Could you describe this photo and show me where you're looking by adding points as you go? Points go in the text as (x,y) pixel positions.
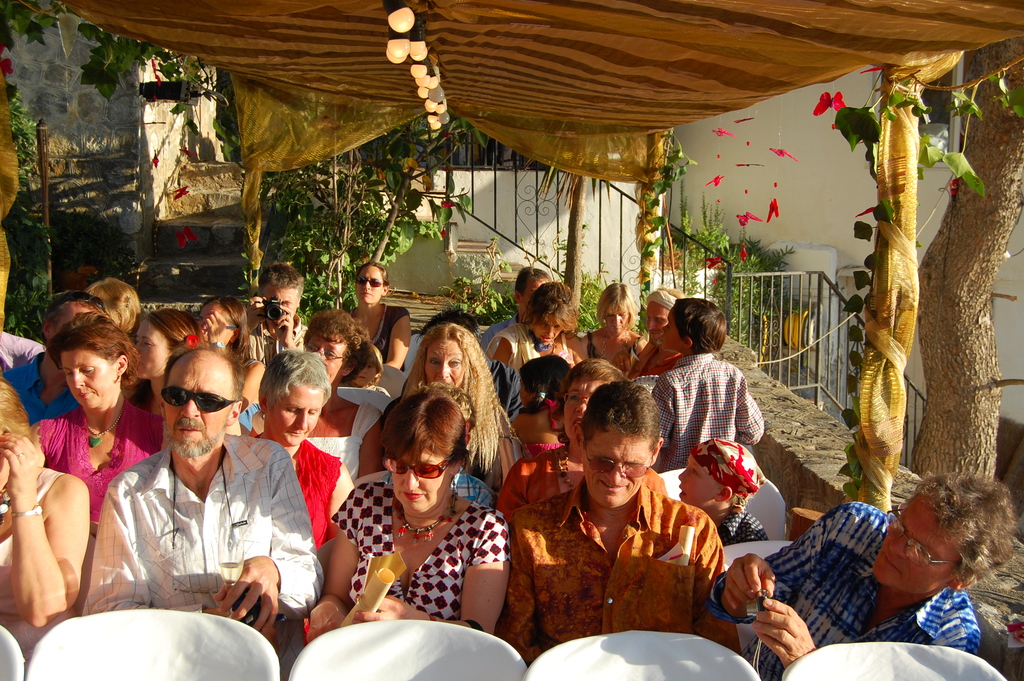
In this image we can see people (496,510) sitting. At the bottom (150,658) there are chairs (610,680). In the background (374,210) there are trees (384,229), stairs (203,231), plants (299,239), lights (414,54) and a tent (603,40) and there is a railing (590,228).
